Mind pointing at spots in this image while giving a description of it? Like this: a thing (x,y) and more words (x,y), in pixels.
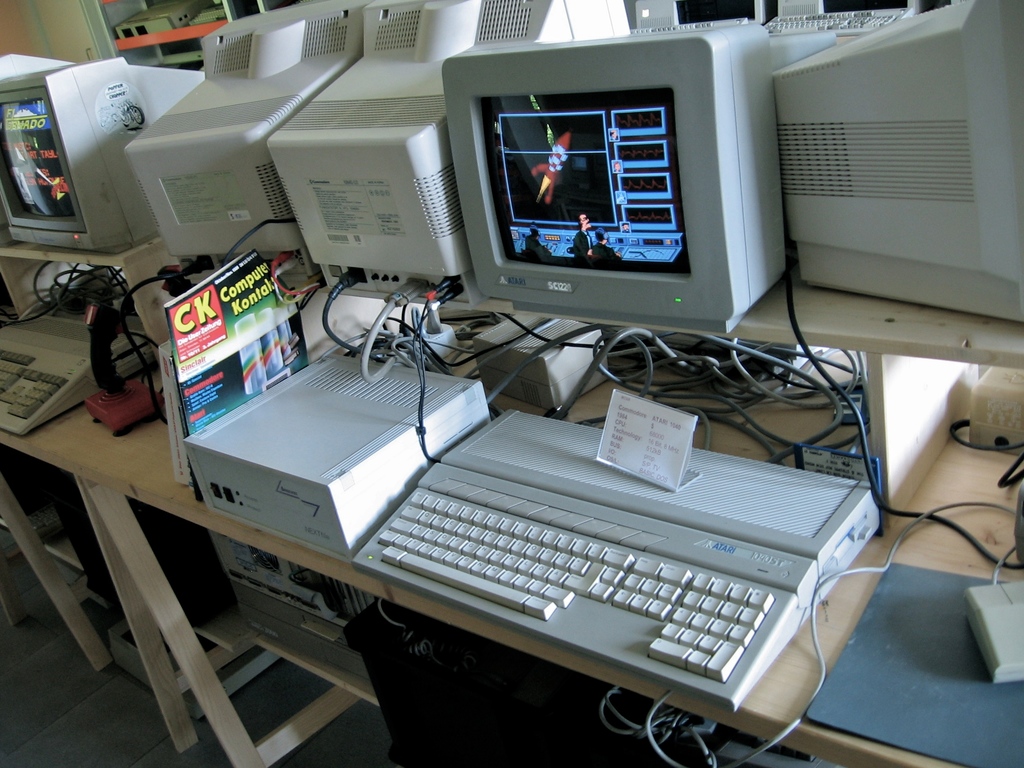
This picture shows a monitor (540,256), keyboard (542,506) and some wires (646,383) on the tables (779,412). There is a book (201,375) here.
